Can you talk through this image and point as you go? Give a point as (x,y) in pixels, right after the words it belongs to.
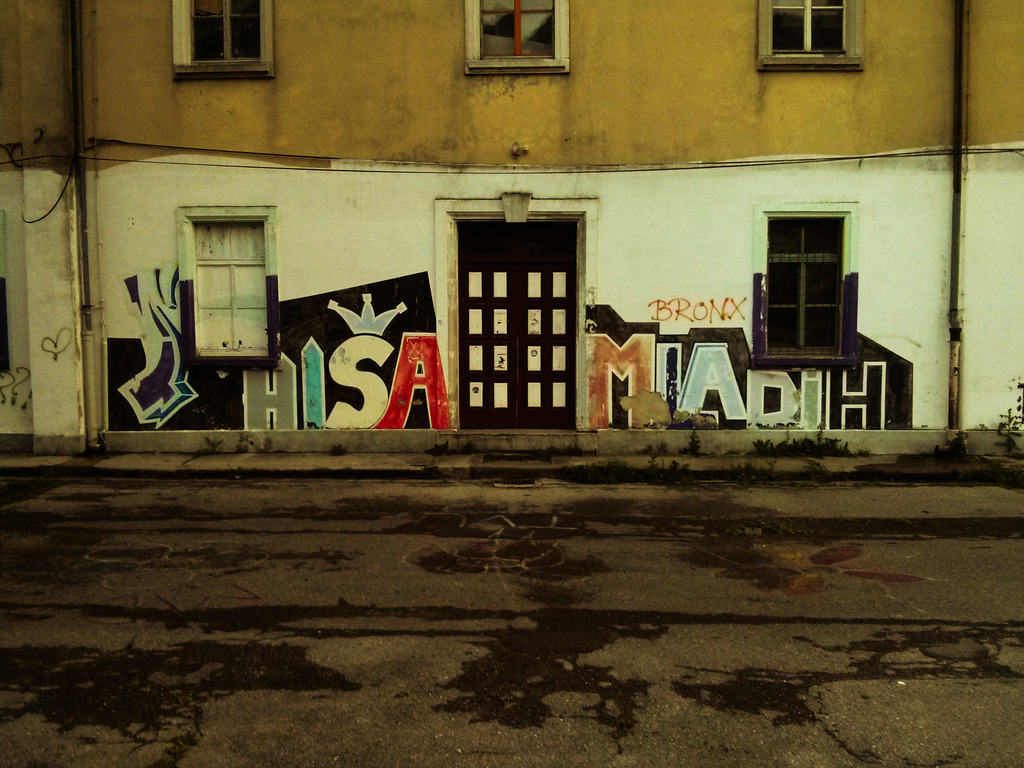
In the picture I can see a building (494,373). On the walls (269,161) of a building (269,157) I can see a pipe (955,315) attached to it, painting (669,389) of names (352,363), doors (524,304) and windows (833,14).
